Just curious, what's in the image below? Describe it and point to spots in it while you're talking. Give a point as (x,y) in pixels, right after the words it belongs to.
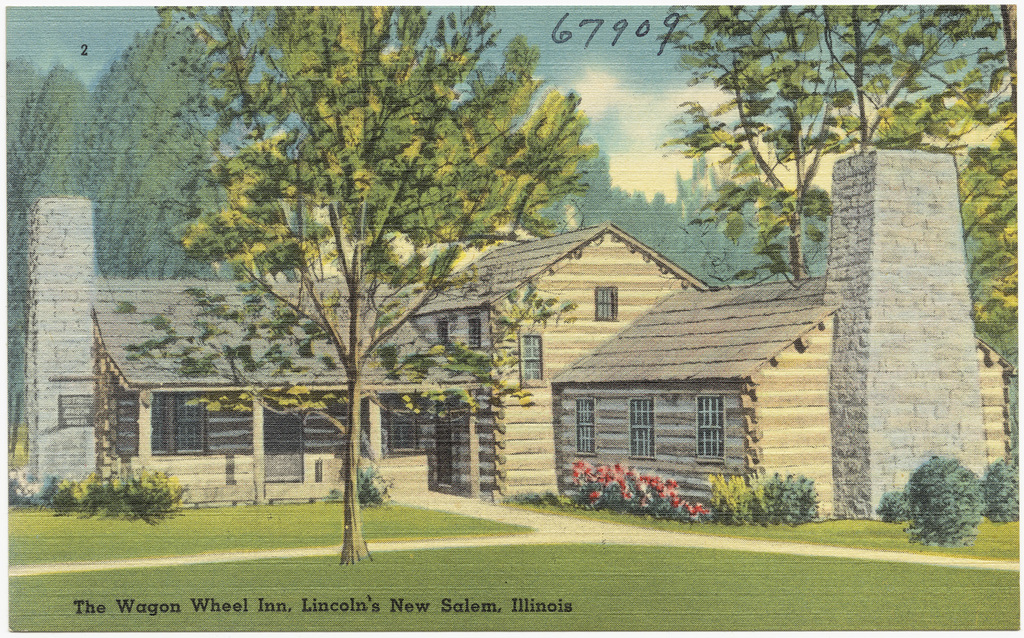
In this picture we can see a poster (703,628), in this poster (703,626) we can see houses (550,361), trees (178,213), plants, text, and grass (925,575). In the background of the image (624,153) we can see the sky (630,145) with clouds (640,118). At the top of the image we can see numbers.
